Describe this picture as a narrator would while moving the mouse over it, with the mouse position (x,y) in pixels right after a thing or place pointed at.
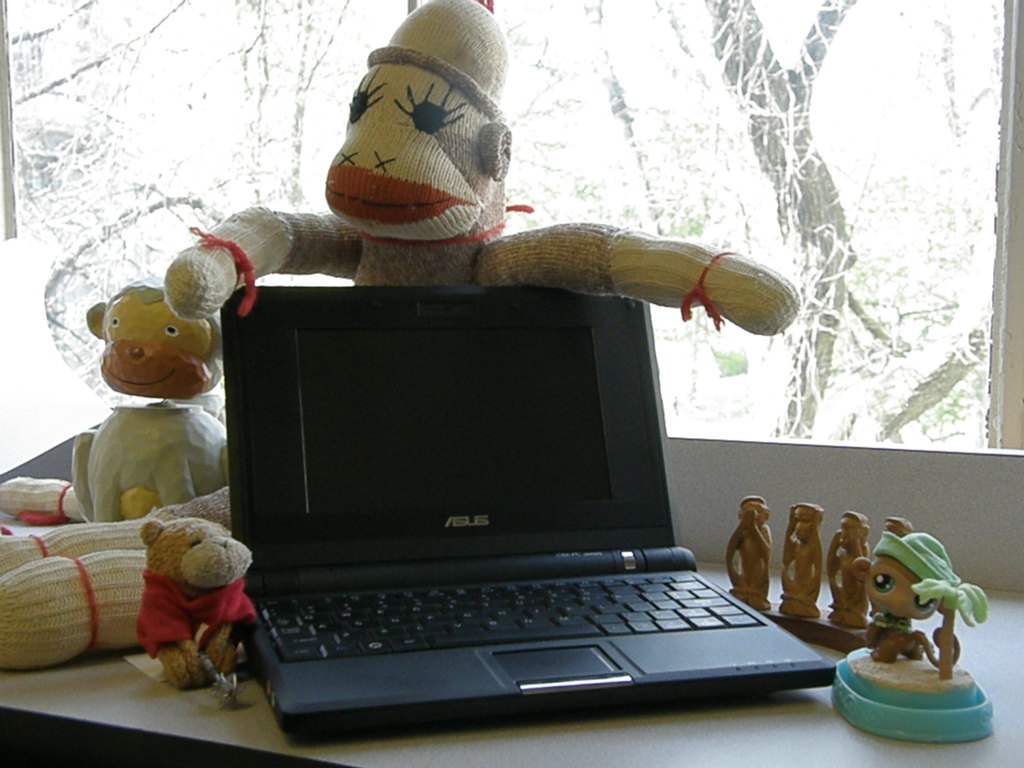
In the picture we can see a table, on the table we can see dolls (563,277), and laptop (630,415) which is black in color and near to it there is a window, from the window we can see a trees (798,108), plants (118,251).
